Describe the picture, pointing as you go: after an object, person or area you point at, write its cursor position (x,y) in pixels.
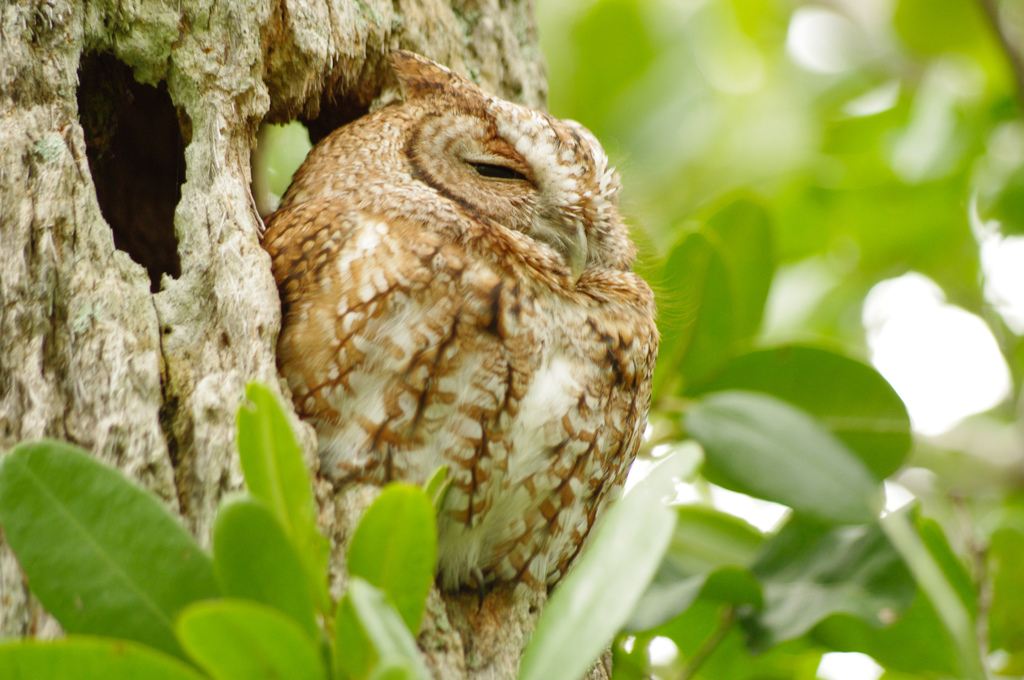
In the middle of the image (450,306) we can see a bird (465,395) and we can find few leaves (718,401).
